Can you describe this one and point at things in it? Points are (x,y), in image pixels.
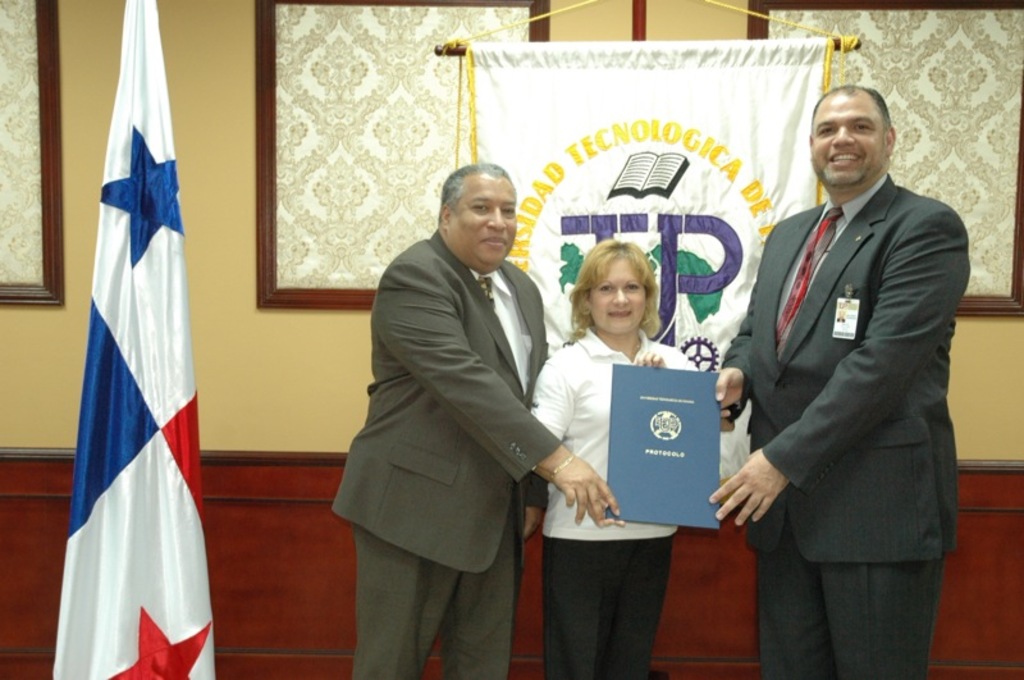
In this picture I can see there are three persons (651,331) standing and the person (888,298) at right (879,295) is wearing a blazer (892,296) and is smiling, he is holding a certificate (663,468). The person (448,447) at left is wearing a blazer (425,395) and is smiling. He is also holding the certificate (653,456) and there is a woman (590,456) at the center (647,323) and she is wearing a white shirt (573,371) and she is smiling. There is a flag (197,419) on to left (136,207) and there is a banner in the backdrop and there is a wall (215,70).
